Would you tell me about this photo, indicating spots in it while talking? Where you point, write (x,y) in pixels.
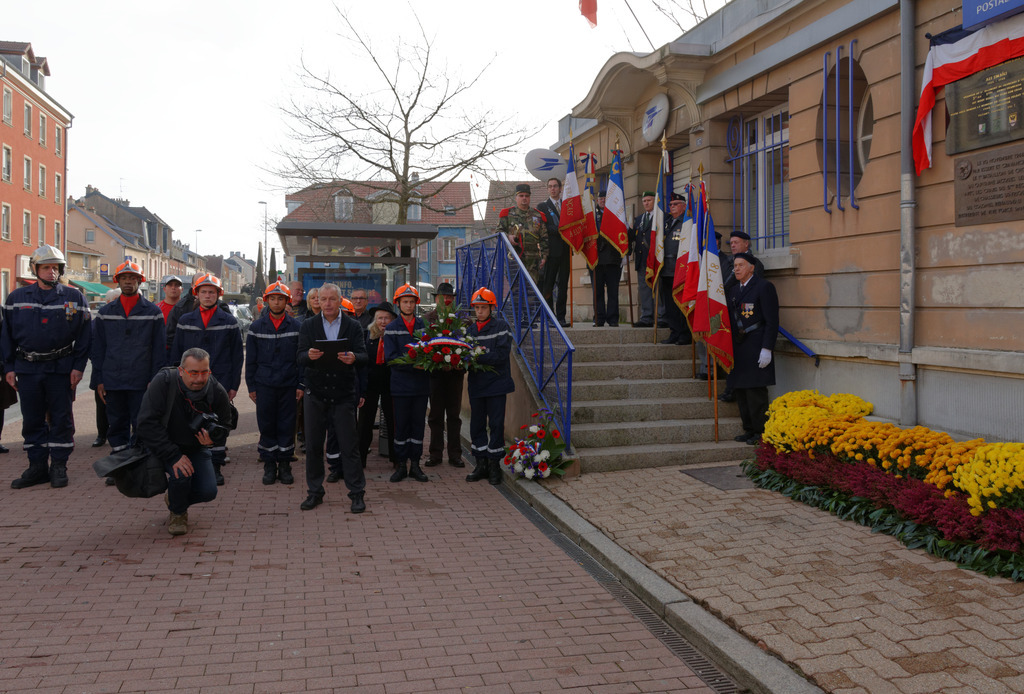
Here we can see people (491,417), bouquets (516,449), steps (658,341), flags (698,341) and plants (864,483). To these plants (897,493) there are flowers (946,513). Front this person (189,456) wore bag (133,473) and holding a camera (205,422). Background (3,218) we can see buildings (20,215), bare tree (355,197), light pole (263,204) and sky (222,144). To this building (884,154) there are boards (1004,13), pipe (902,119), windows (866,156) and flag (950,73).
